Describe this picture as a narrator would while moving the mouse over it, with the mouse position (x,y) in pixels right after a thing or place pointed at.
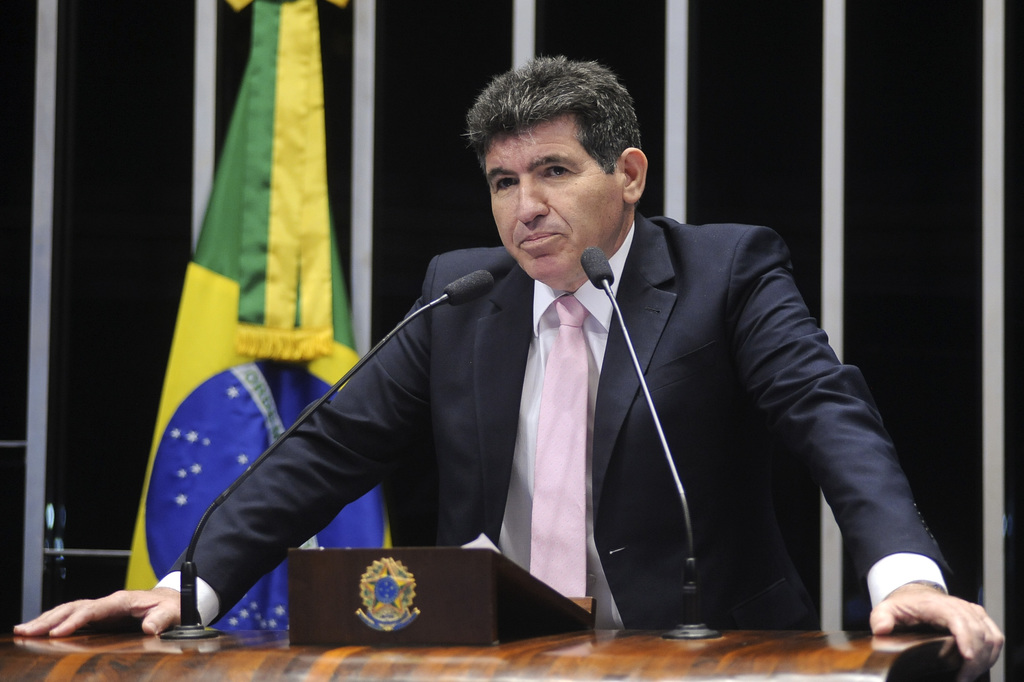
In this image there is a person (484,445) standing on the podium (44,647), on the podium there are two mics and an object (428,566), behind the person (319,477) there is a flag (262,256) on the wall (461,230).
